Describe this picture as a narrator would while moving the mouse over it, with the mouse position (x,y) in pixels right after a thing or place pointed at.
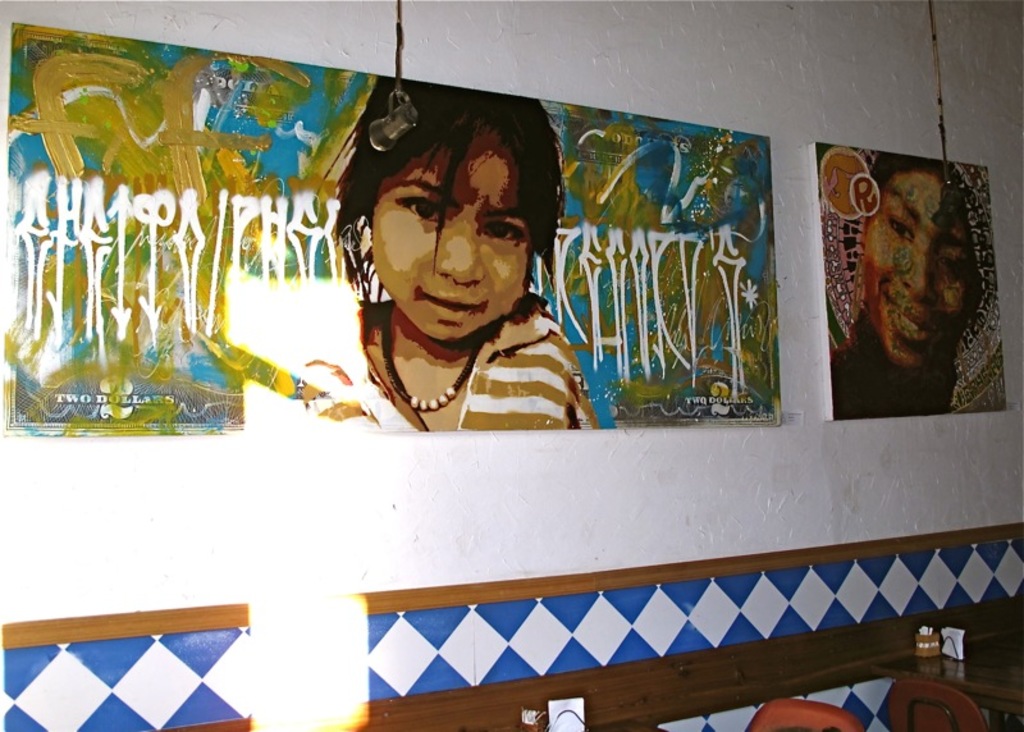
In this picture we can see chairs (895,716), tables (901,662), tissue paper stands (573,715), boards (859,302) on the wall (743,118), some objects (383,144) and on these boards (317,274) we can see painting (550,264).
